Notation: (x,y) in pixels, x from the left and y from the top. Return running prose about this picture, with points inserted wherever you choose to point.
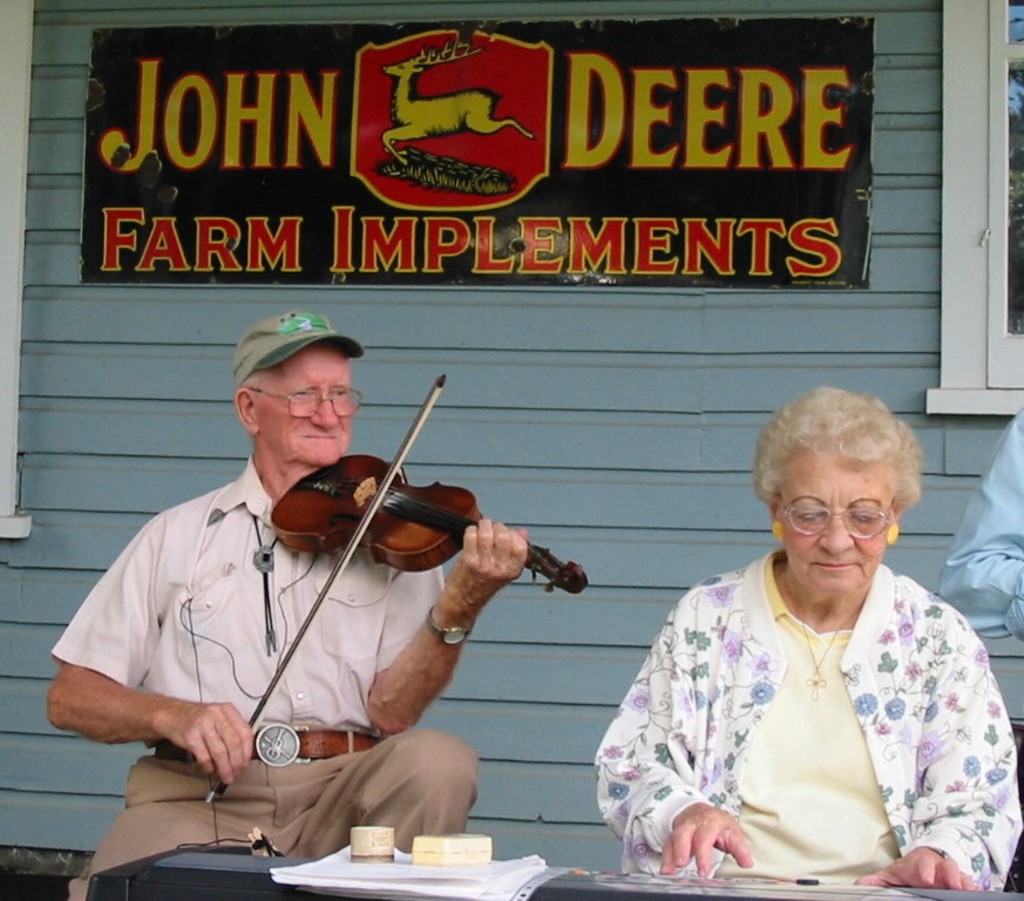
In this picture these two persons (266,612) sitting. This person (214,547) holding musical instrument (329,506). On the background (131,331) we can see wall (120,367) and posters (316,176). there is a table (576,885). On the table (561,884) we can see papers (420,871) and things (385,843).
